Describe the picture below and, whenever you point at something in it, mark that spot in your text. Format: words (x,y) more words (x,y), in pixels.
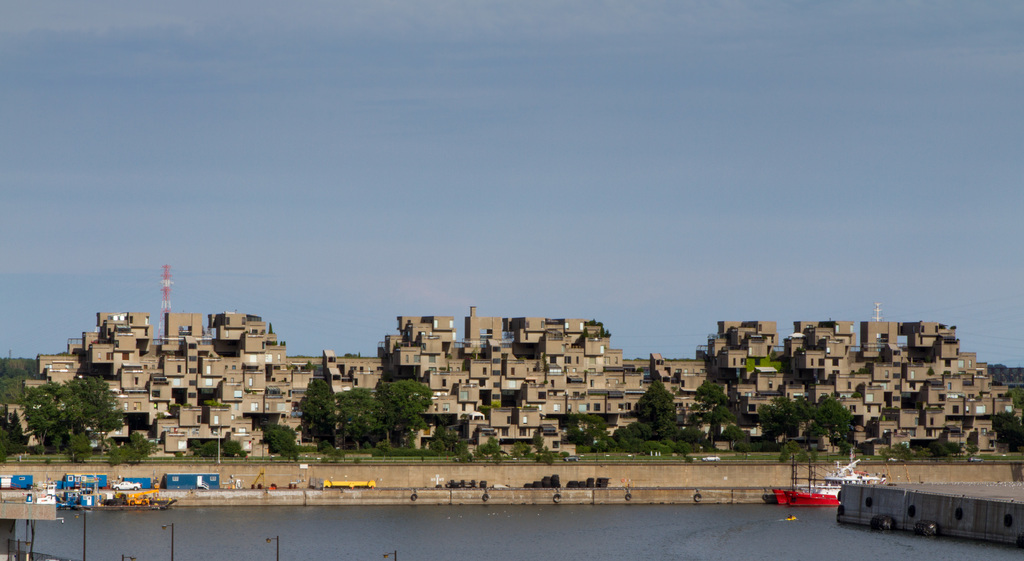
In the image there is a lake (619,526) in the front (767,502) with boats (868,479) in it and behind there are few vehicles (370,480) going on the road (166,489) and in the background (841,389) there are buildings (560,368) with trees (65,430) in front of it and above its sky (433,155) with clouds (369,141).
